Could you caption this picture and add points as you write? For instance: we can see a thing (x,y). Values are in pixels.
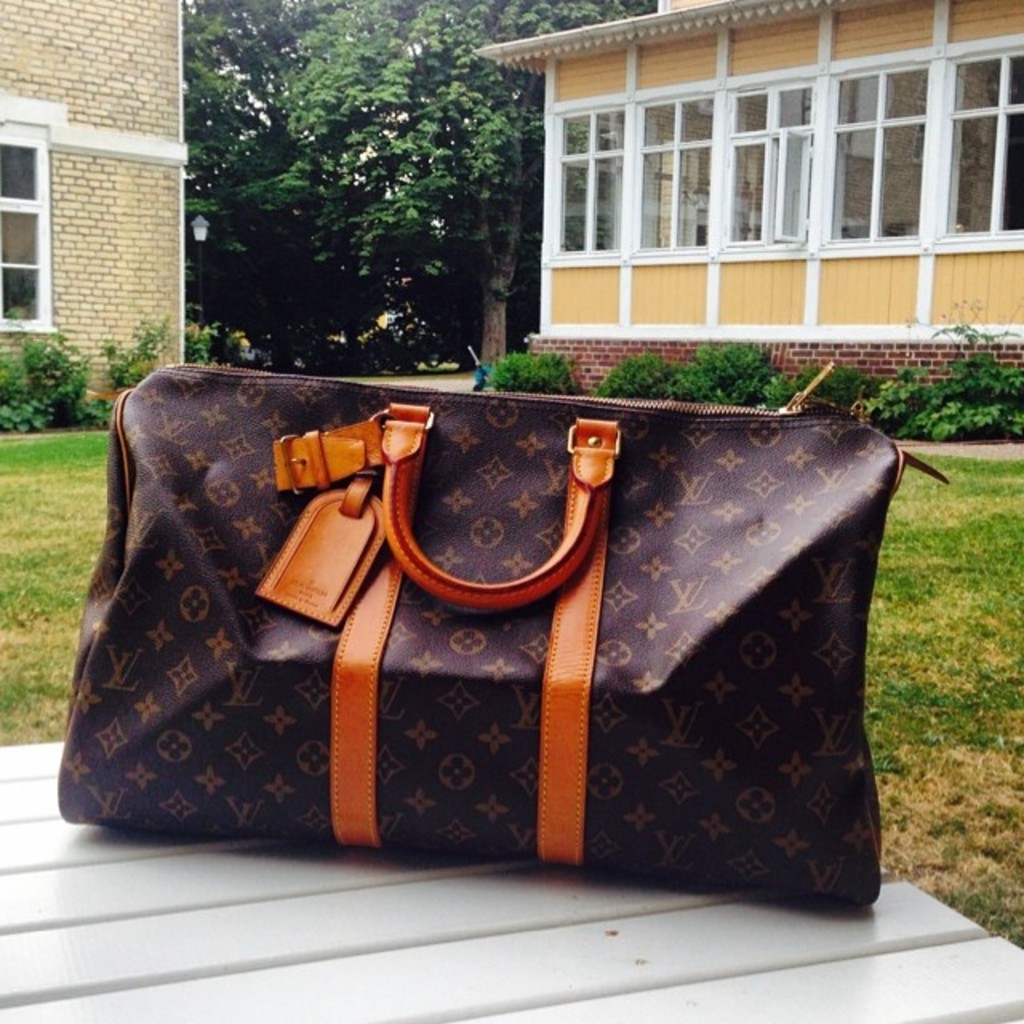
Bottom left side of the image (204,858) there is a table (55,991) on the table (55,991) there is a bag (639,440). Behind the bag (510,753) there are some plants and there is grass (46,618). Top left side of the image (12,121) there is a building (182,227). Top right side of the image (846,286) there is a house (646,302). In the middle of the image (365,368) there are some trees (440,237) and there is a light (195,234).
